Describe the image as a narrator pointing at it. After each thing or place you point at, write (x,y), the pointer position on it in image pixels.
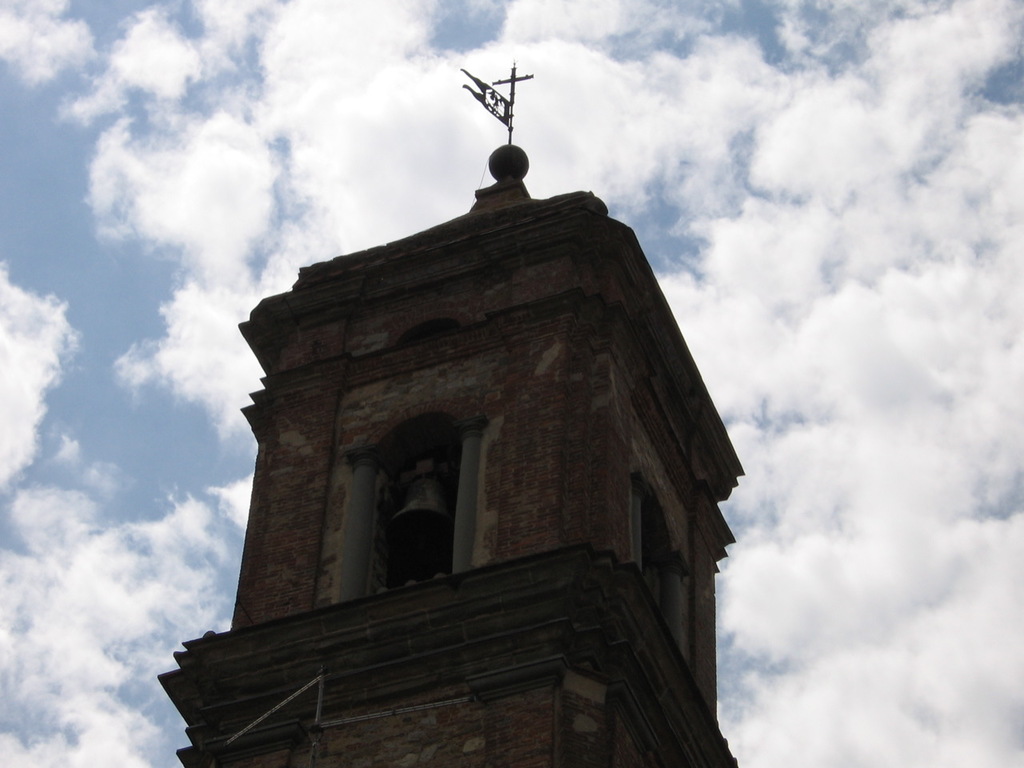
In the center of the image (501,281) we can see the sky (353,170), clouds (181,392), one building (530,607), bell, cross (512,131) and flag (491,89).
